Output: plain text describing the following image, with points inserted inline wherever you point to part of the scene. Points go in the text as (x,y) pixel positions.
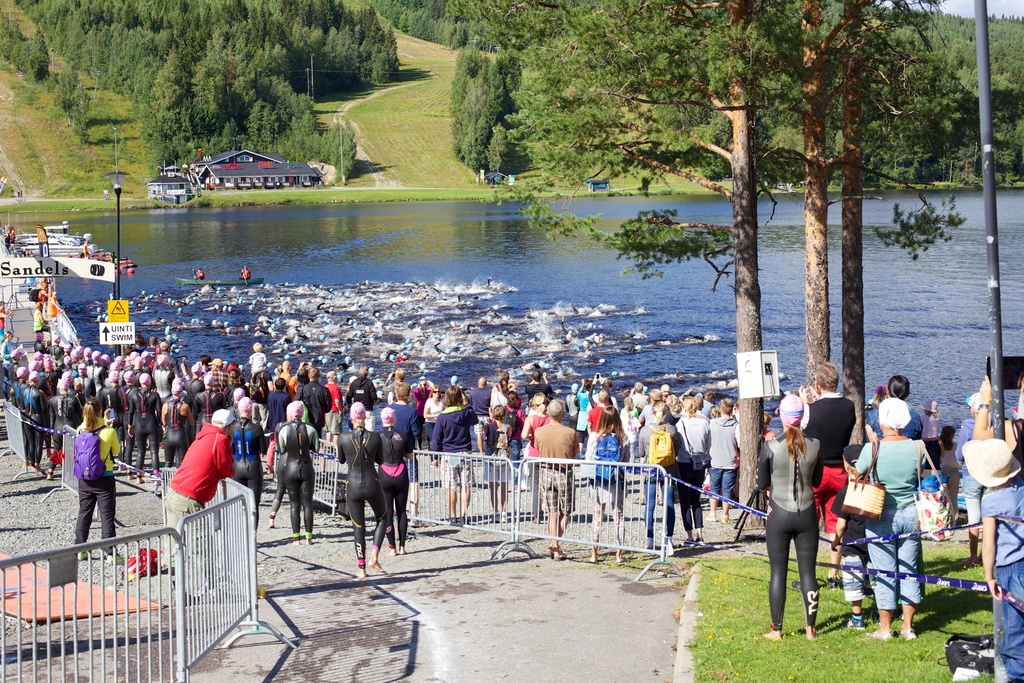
In this image we can see people (781,542), railing (242,496), grass (734,643), poles (118,179), boards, boats (56,251), and houses (178,194). Here we can see people (538,367) are swimming in the water (765,313). In the background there are trees (587,156).
